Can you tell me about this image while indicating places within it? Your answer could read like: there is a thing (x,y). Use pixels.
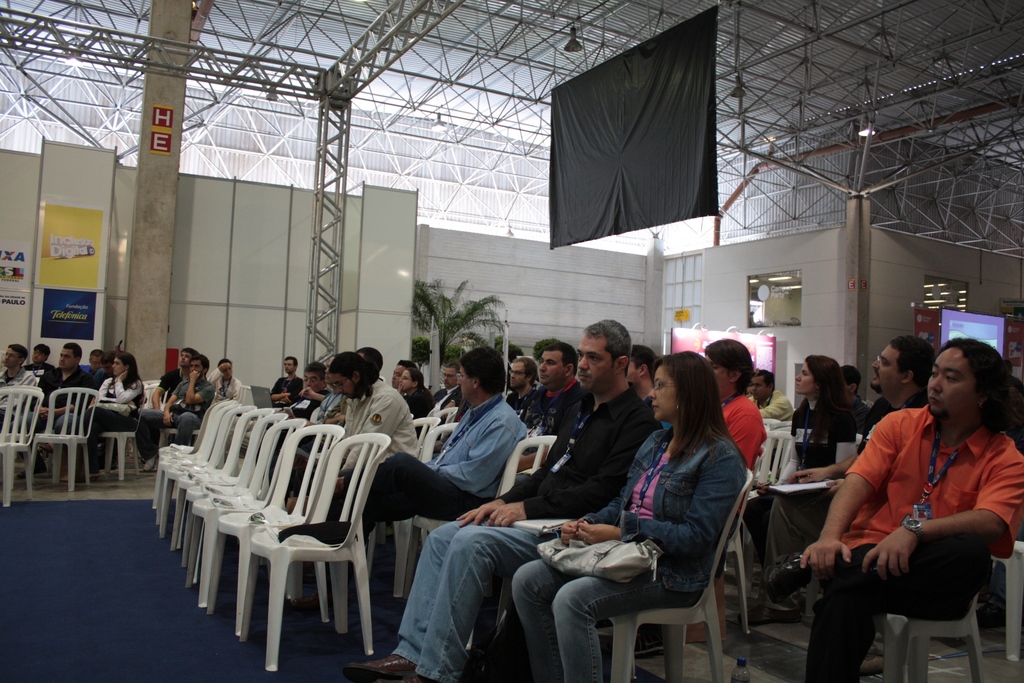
In this image i can see number of people (371,408) sitting on chair (444,413), all of them are wearing identity cards (656,469) in their necks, In the background (298,257) i can see the wall (252,269), few posters (82,265), the roof (320,63), a screen (980,328) and few lights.
